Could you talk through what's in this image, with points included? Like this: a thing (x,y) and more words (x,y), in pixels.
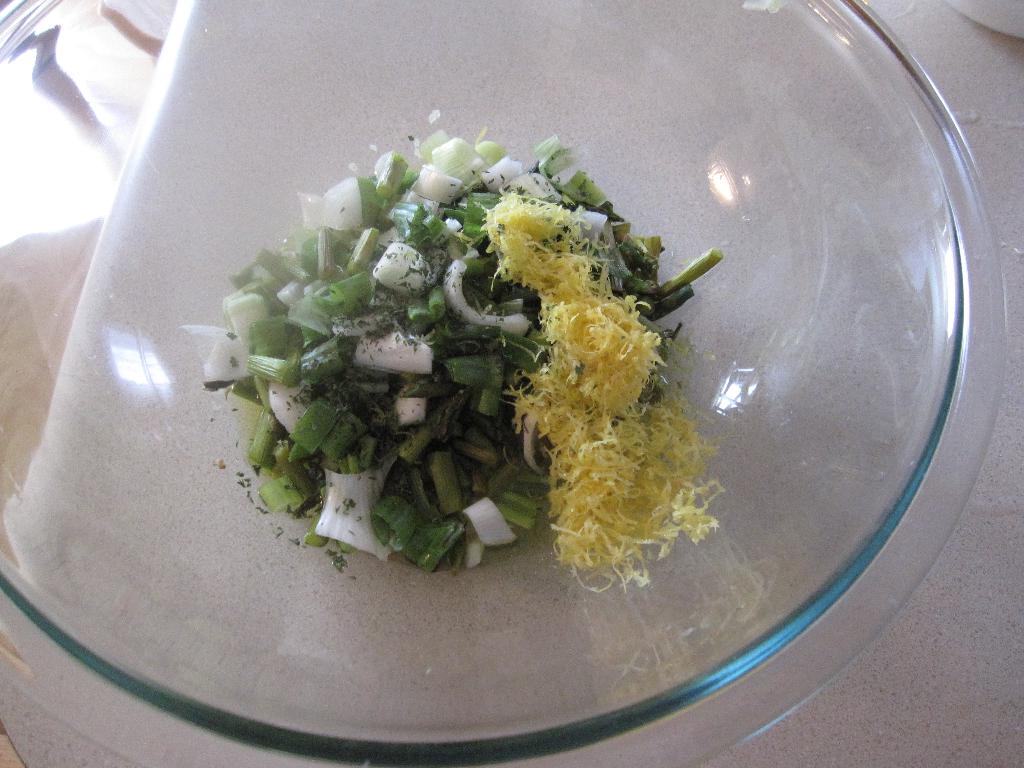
In this picture I can see there is a glass bowl (697,79) and there is some food (338,398) in the bowl (750,498). It is placed on the table (965,601).
